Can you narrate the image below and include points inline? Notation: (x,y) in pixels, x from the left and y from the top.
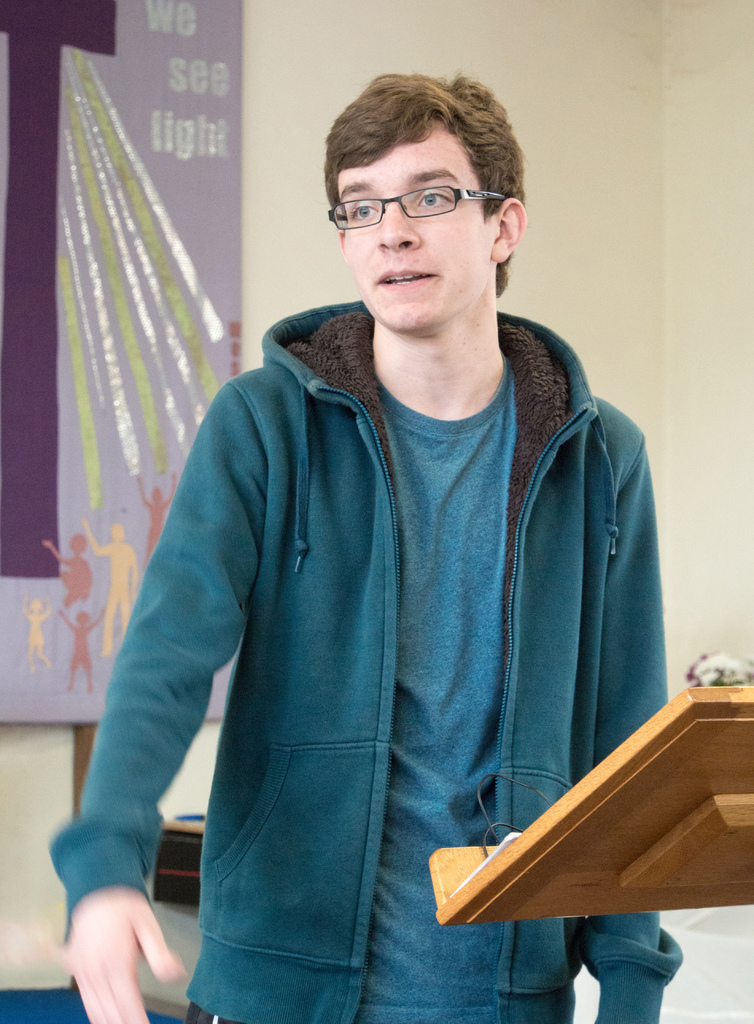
In this image we can see a person (330,467) standing and wearing a jacket (347,721), in front of him there is an object (449,894) looks like a podium (608,802), on the podium (655,736), we can see some objects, in the background (211,62) we can see the wall (520,129) and a poster (107,242) with some text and images (127,217).
